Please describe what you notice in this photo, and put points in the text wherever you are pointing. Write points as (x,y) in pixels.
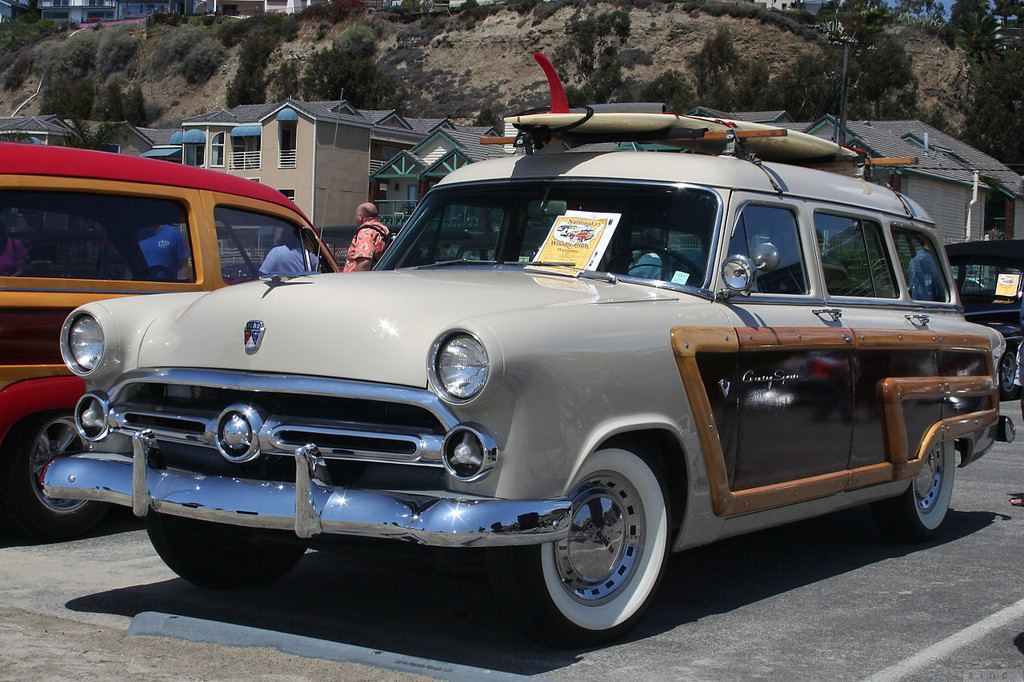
This picture is clicked outside. In the center (460,424) we can see the group of vehicles (582,319) seems to be parked on the ground (993,462) and we can see the group of persons (354,237). In the background (86,7) we can see the houses (255,9), rocks (933,55), plants (1002,118), grass (145,56) and we can see the windows (245,148) of the houses (349,177) and some other objects (849,157).
